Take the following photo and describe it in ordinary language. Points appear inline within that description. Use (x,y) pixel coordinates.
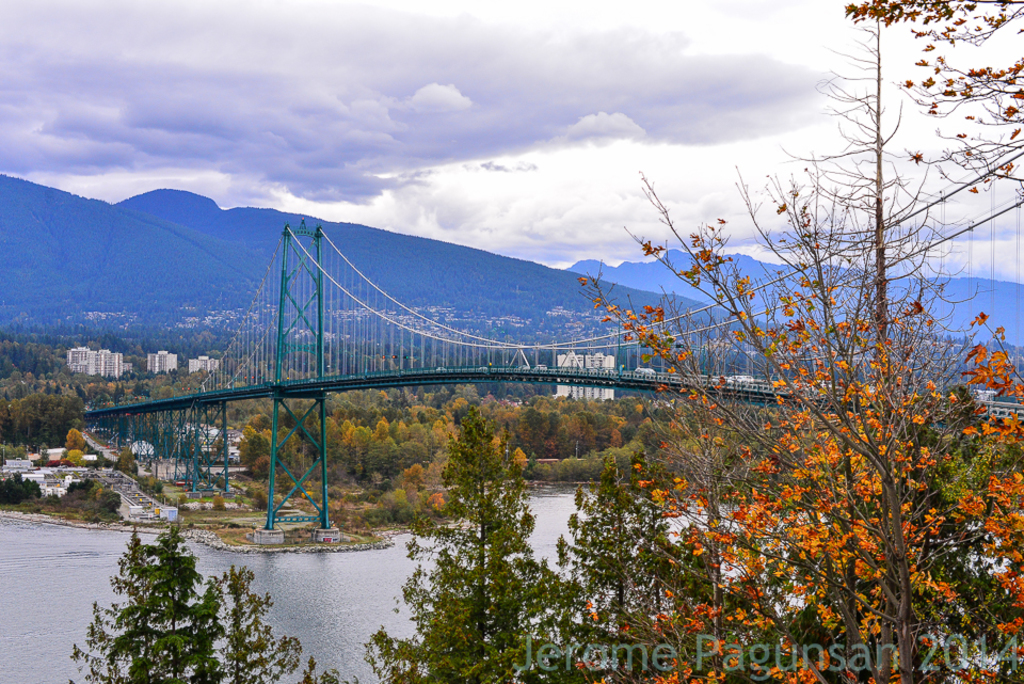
As we can see in the image there are trees (735,551), water (343,555), buildings (104,482), bridge (625,376), hills (578,326), sky (607,39) and clouds (568,39).
